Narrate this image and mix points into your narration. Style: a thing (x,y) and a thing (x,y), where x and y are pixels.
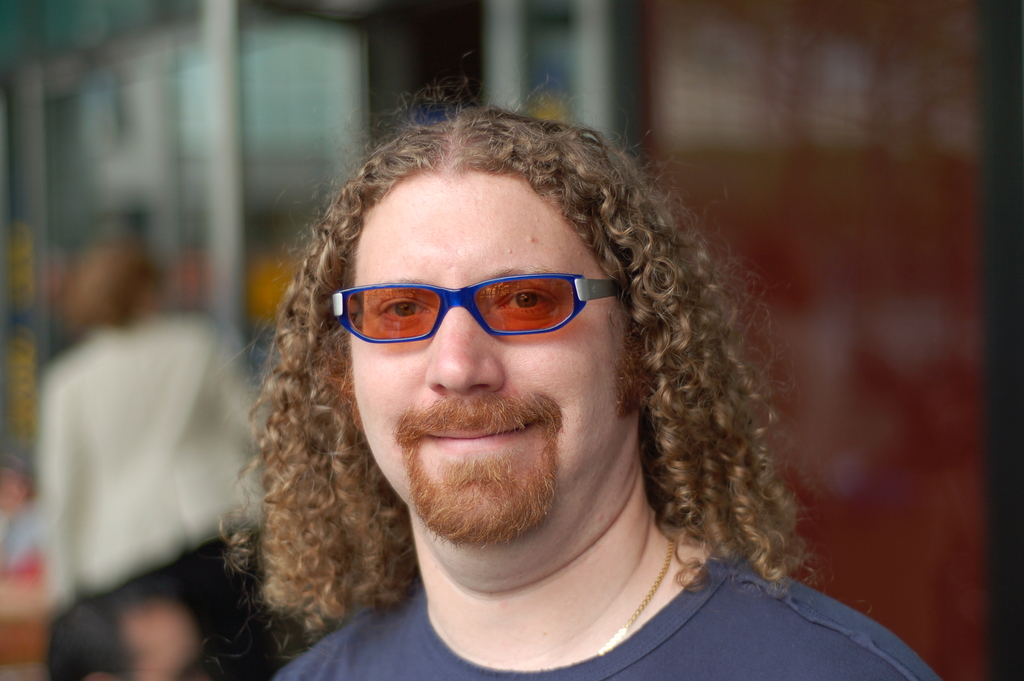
In this image I can see the person (361,563) and the person (533,572) is wearing blue color shirt (734,633) and I can see the blurred background (929,516).
